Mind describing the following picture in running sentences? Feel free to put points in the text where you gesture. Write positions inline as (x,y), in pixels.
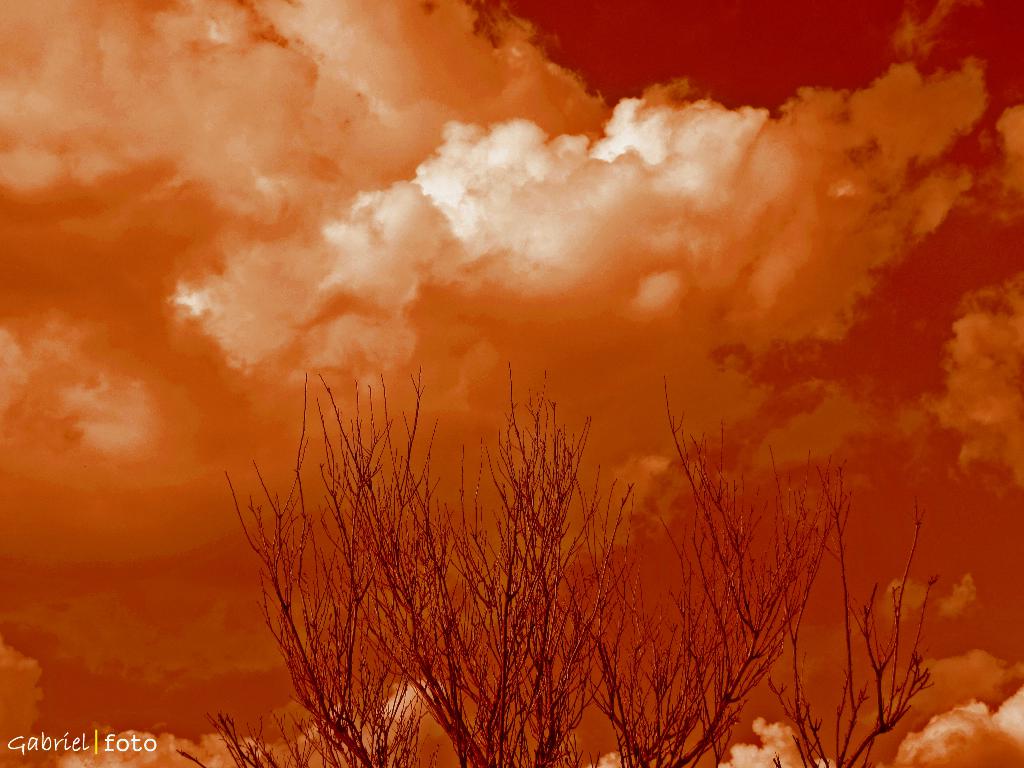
In this image I can see it is an edited image, at the bottom (579,724) there are trees (481,657). At the top (548,216) it is the cloudy sky (584,216), on the left side (8,741) there is the water mark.
